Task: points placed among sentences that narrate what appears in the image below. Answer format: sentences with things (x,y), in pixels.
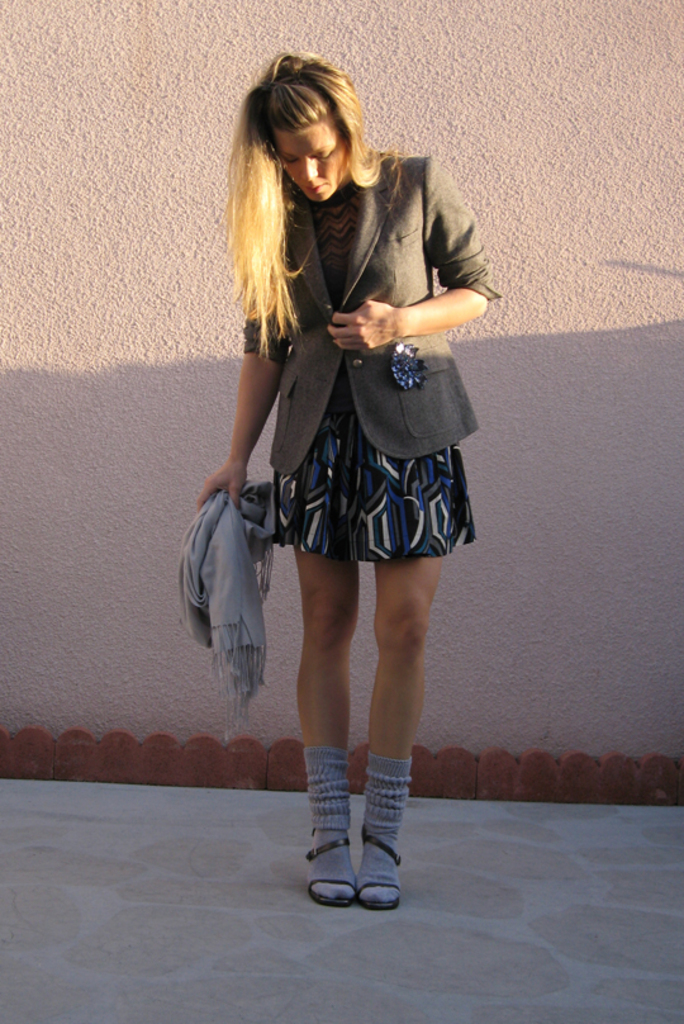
In this picture there is a woman (362,478) who is wearing blazer (348,309), black dress (345,473) and shoes (306,857). She is holding a scarf (240,631). She is standing near to the wall (507,537).
